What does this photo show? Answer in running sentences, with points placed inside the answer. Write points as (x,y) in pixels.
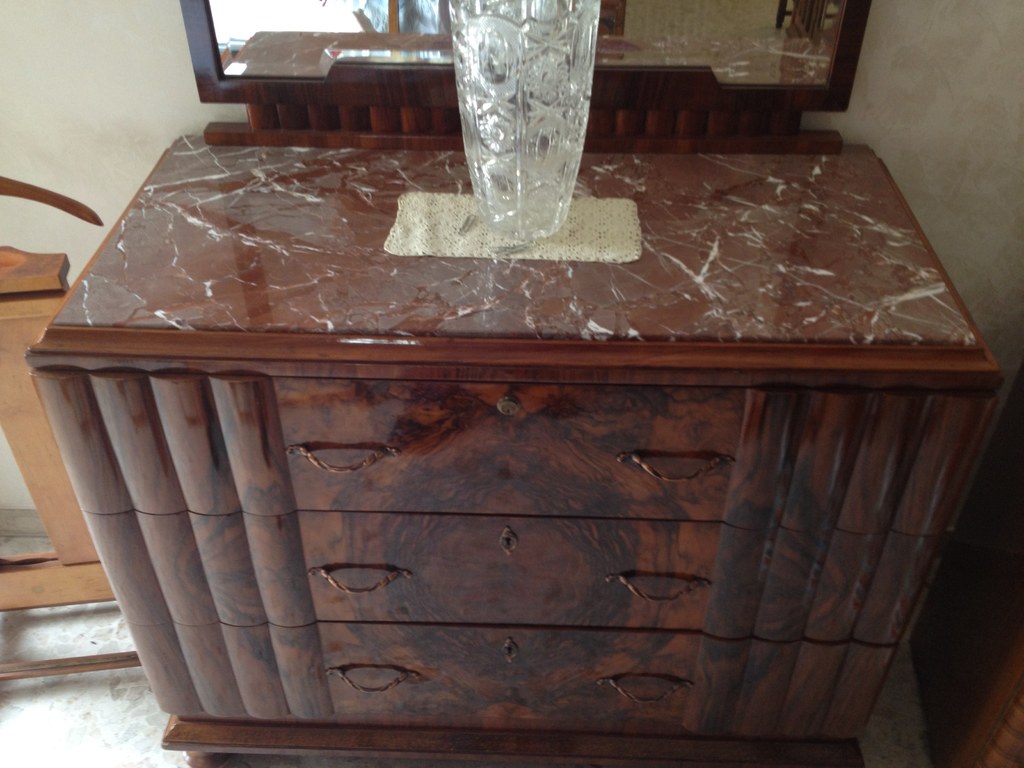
In the picture we can see a dressing table (707,542) and to it we can see a drawer (611,414) with handles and on table (230,287) we can see glass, sculpture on it. In the background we can see a wall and a floor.
